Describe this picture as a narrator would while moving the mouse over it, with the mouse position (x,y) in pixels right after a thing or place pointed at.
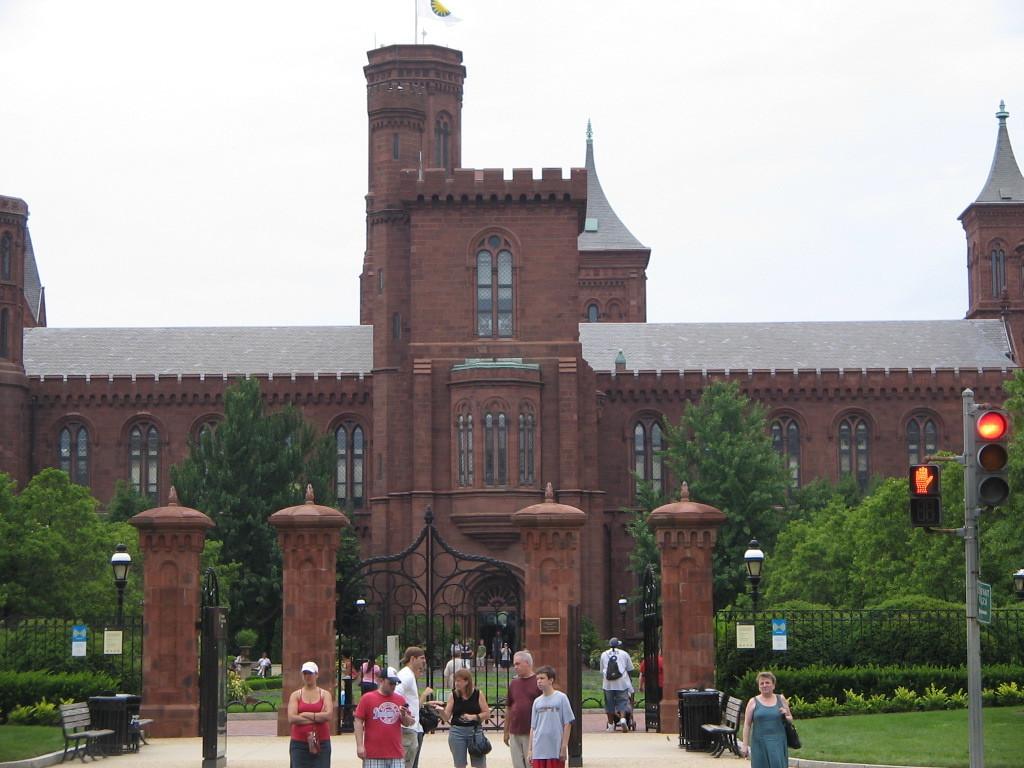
In this image I can see people (374,732) standing. There is a traffic signal (978,433) on the right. There are poles (964,398), a bench (89,732) and gates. There are trees (733,498) and a building (602,593) at the back (614,402) which has a flag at the top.
